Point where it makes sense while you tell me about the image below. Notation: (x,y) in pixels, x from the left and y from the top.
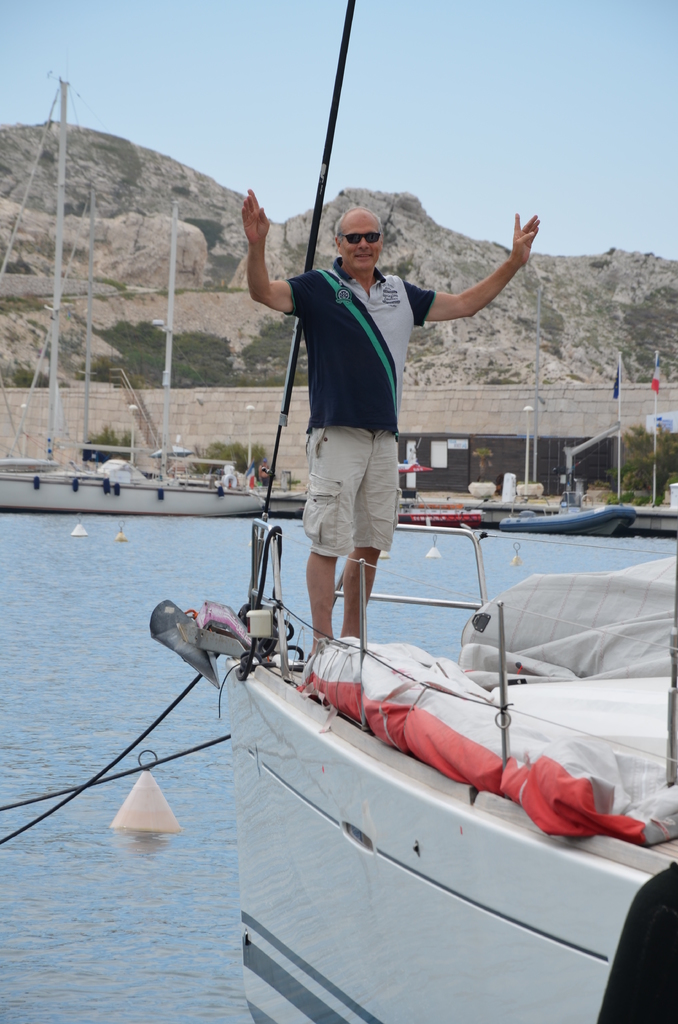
This picture is clicked outside the city. In the foreground (412,830) there is a person (288,282) wearing t-shirt (364,368) and standing on the sailboat (352,667). In the background (433,270) we can see the rope (82,785), water body (90,608), boats (137,507), plants (627,464), flags (617,396), hills (578,298), sky (562,129) and some other items (536,506).
